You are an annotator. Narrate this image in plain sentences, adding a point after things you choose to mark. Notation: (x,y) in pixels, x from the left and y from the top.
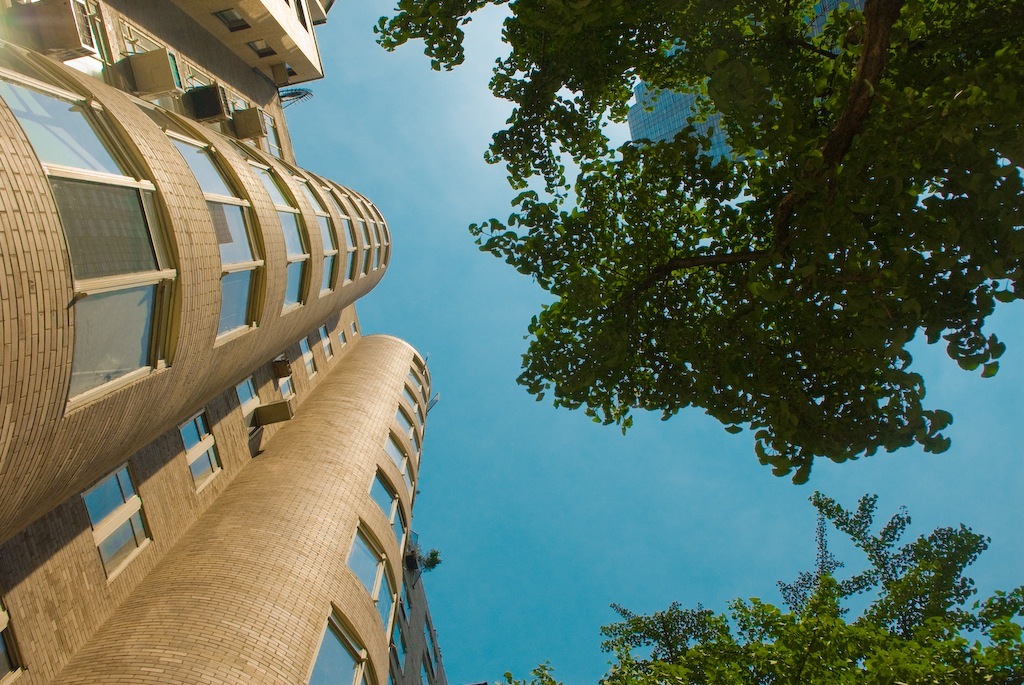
In this image I can see a building (29,194) and number of windows (67,158). I can also see trees (765,318), the sky (578,529) and one more building (709,121) in background (690,109).
